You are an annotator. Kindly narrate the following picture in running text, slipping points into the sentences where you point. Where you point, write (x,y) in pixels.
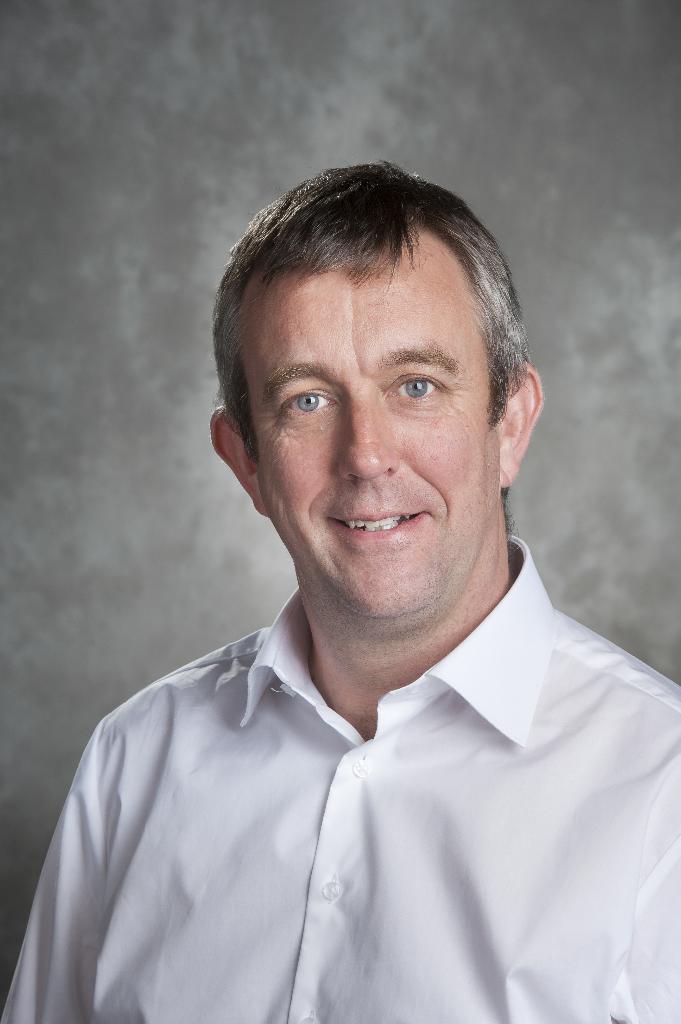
This image is taken indoors. In the background (578,500) there is a wall (162,545). In the middle of the image (380,650) there is a man (460,888) with a smiling face (398,580).
